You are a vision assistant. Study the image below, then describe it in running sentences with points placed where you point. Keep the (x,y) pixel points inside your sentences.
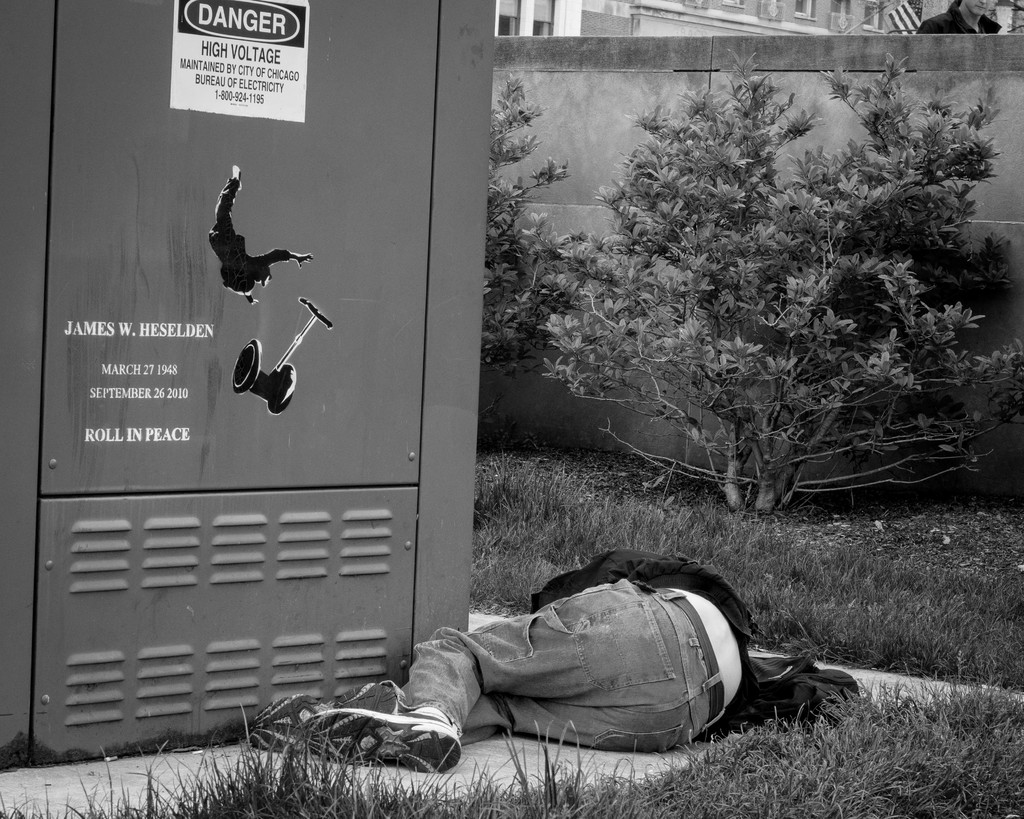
In this image, we can see a human (645,721) is laying on the floor (500,744). Here we can see grass (780,567), and few plants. Background (520,66) there is a wall (558,136), a person (958,26) we can see here. On the left side of the image (282,559), we can see a box (172,608) with some text (175,441) and few stickers (290,376).
